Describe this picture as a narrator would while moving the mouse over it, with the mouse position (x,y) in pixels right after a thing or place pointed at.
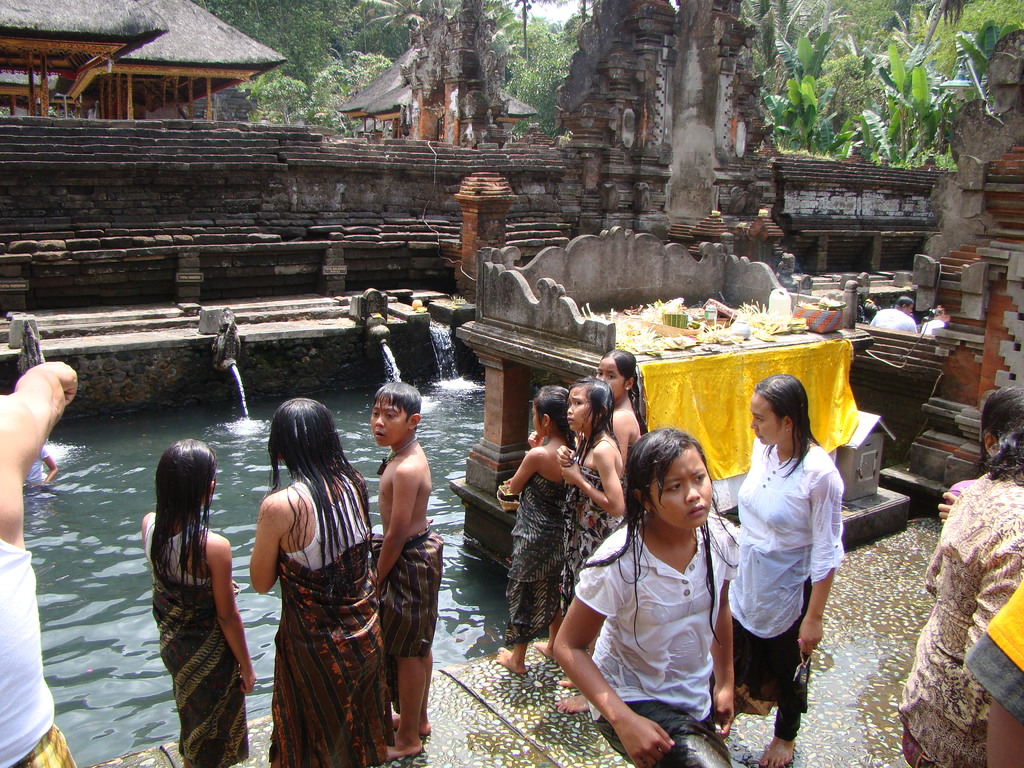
In this image we can see a monument (397,234) and some houses (176,88) with roof (213,72). On the bottom of the image (533,637) we can see a memorial (565,320) and some people (646,589) standing beside a lake (445,528). On the backside (839,72) we can see a group of trees (772,41) and the sky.
